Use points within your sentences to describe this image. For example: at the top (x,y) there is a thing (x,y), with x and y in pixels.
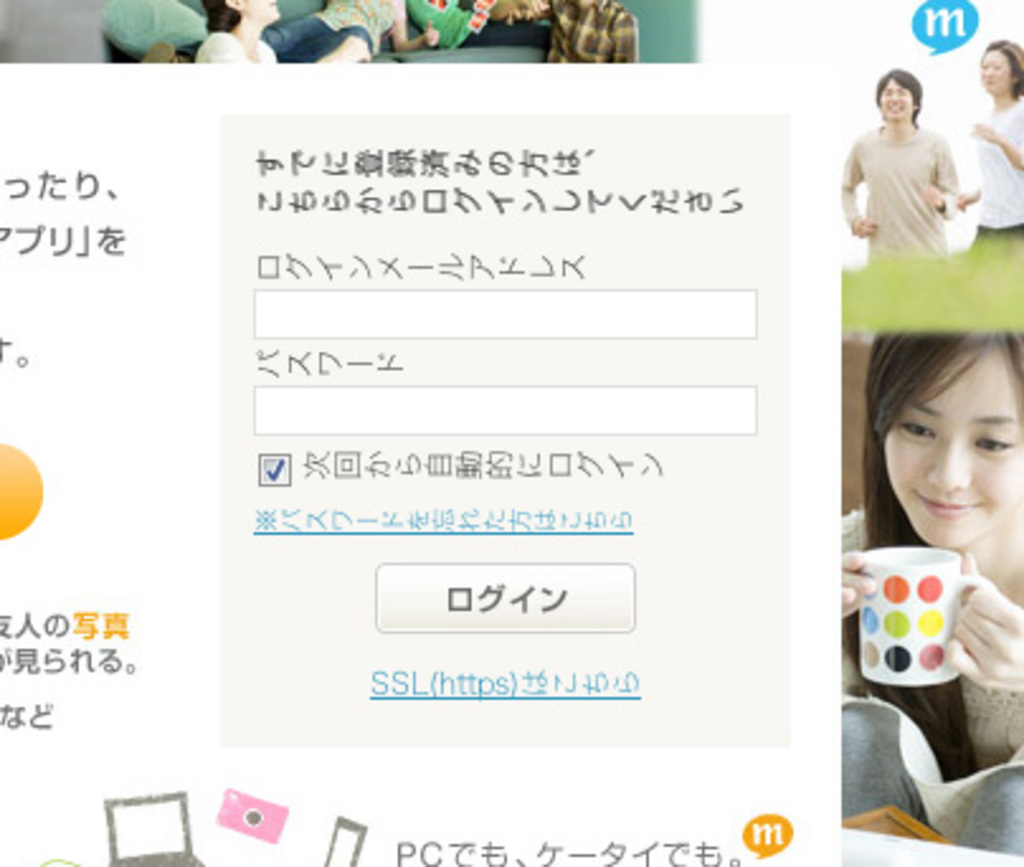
In this image we can see one poster (932,252). In this poster (710,92) we can see one woman (983,626) with coffee cup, two people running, some text (481,183) with images (135,853) some people (613,0) and some objects (121,38) on the surface (680,23).
